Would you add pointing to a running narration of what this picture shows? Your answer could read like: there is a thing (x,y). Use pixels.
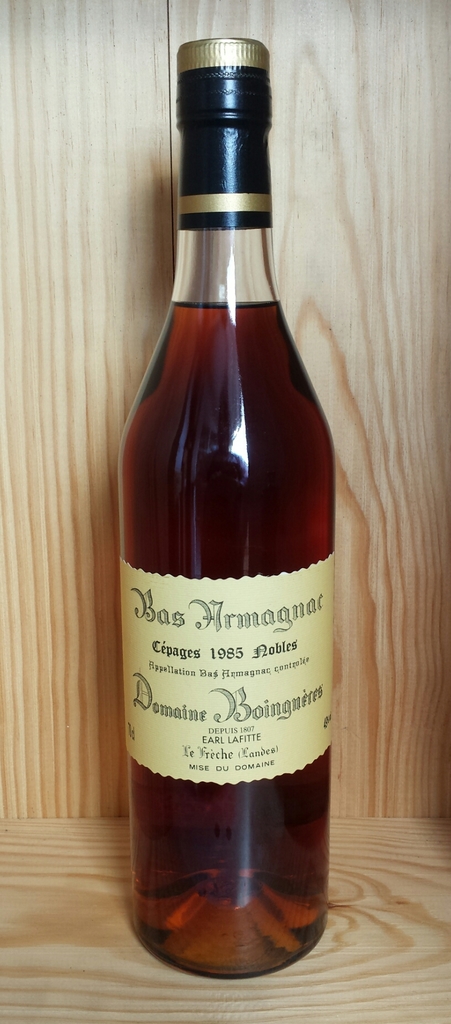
In this image i can see a bottle (310,390) on a table (121,923), there are few things written on the label (245,740), at the cap (241,184) is in gold and black color.
